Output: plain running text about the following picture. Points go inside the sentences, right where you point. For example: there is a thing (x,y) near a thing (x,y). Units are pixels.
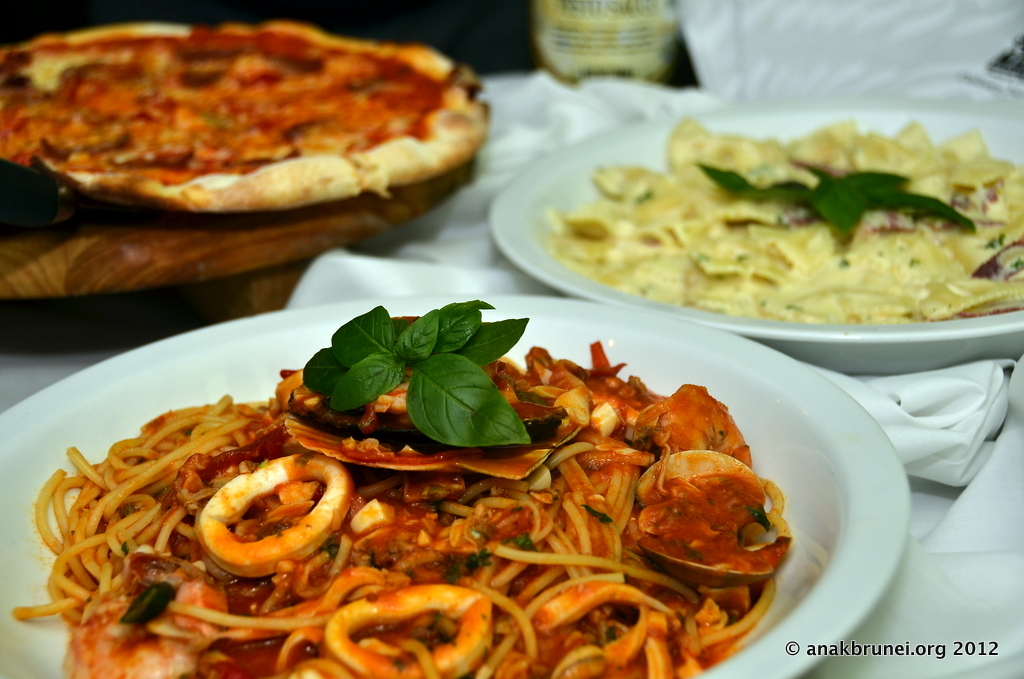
On the bottom right (947,644), there is a watermark (960,654). In the middle of this image (587,245), there are food items (132,47) arranged on the plates (711,334), which are on a white color cloth (1005,572). This cloth (905,448) is on a table (931,384). In the background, there is an object (587,23).
